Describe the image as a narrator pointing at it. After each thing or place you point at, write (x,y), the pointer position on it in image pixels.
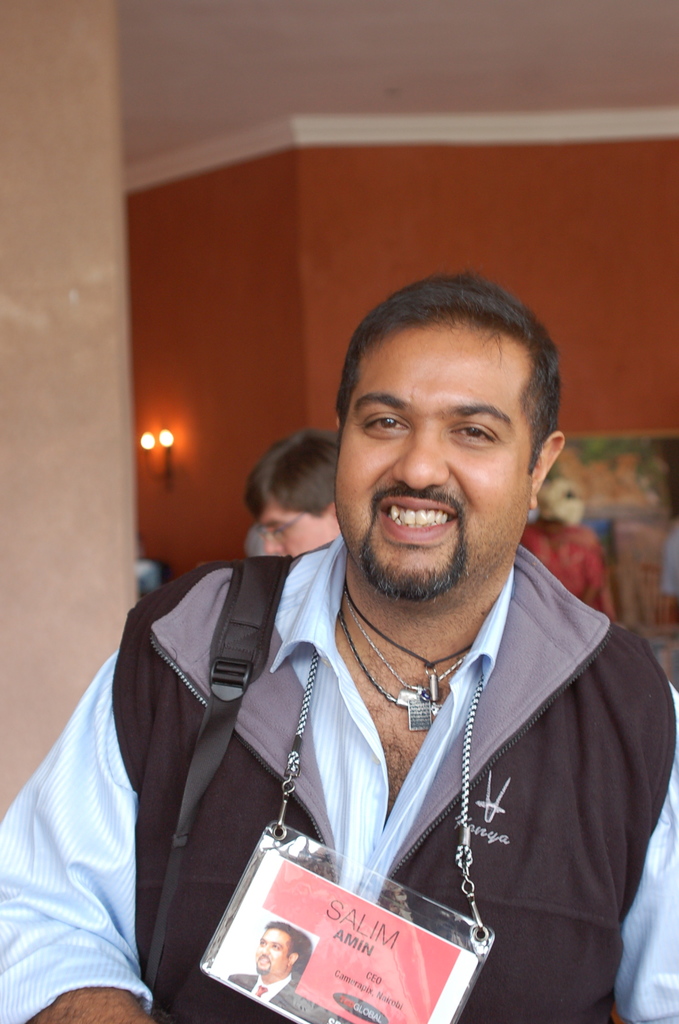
In this image I can see a person (400,483) wearing a id card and he is smiling, in the background (573,169) I can see the wall (185,432) and a light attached to the wall (259,445) and I can see the person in front of the wall (212,558).
